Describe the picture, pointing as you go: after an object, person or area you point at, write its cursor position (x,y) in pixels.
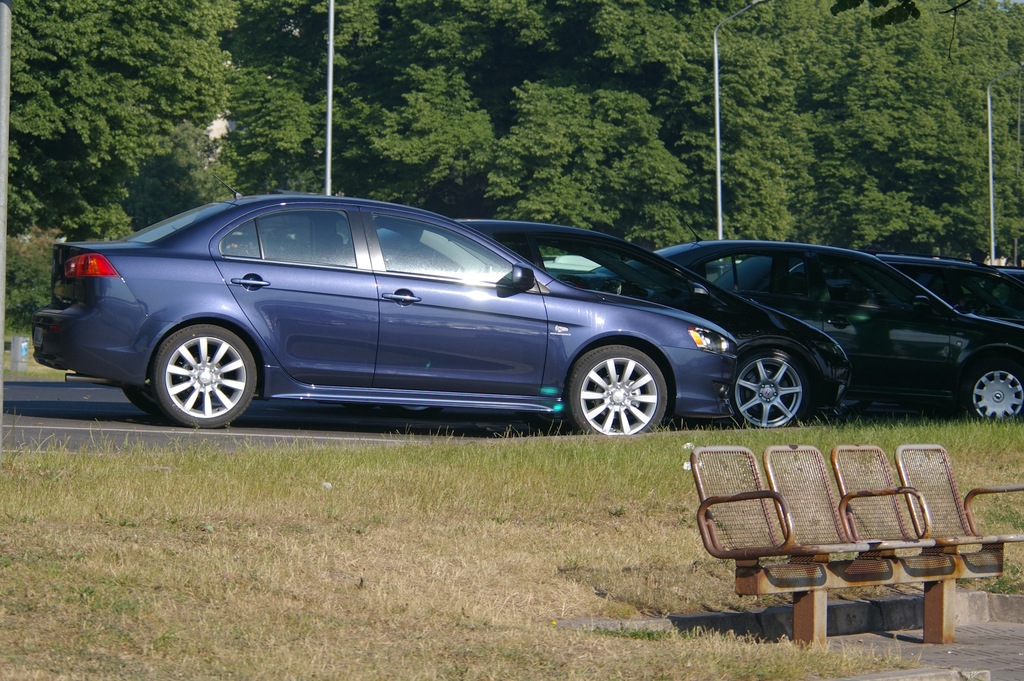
In this image we can see a bench (803,460). At the bottom of the image (329,611) there is grass (354,536). There are cars (543,314) on the road (66,396). In the background of the image (404,103) there are trees (413,81) and poles (753,4).
